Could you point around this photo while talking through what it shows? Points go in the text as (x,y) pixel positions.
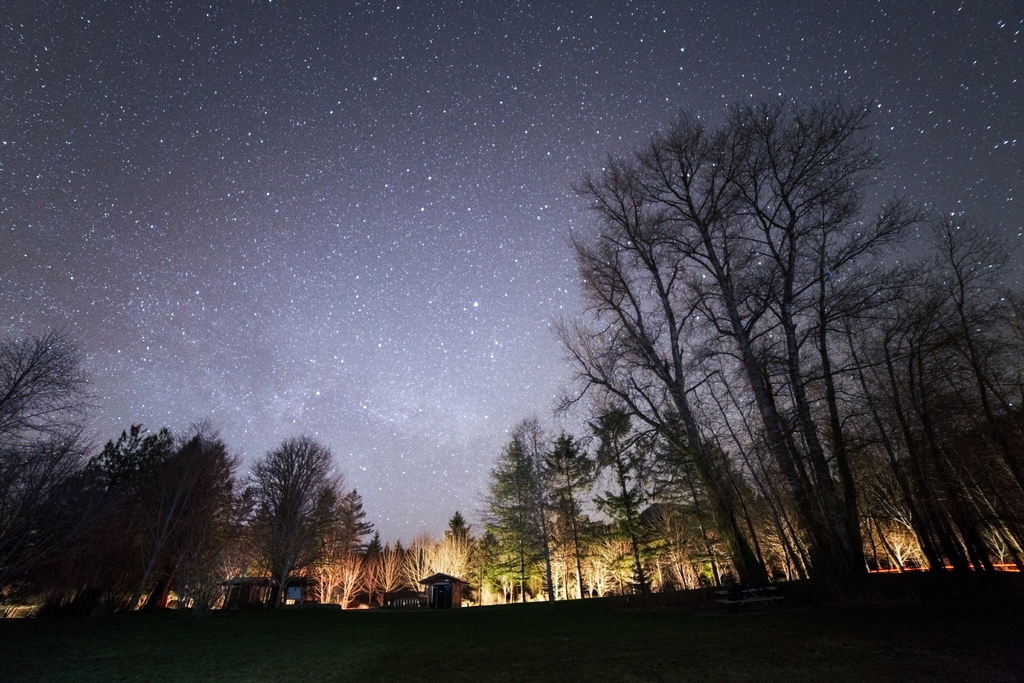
In this image, I can see the houses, trees (335,582) and a bench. In the background (382,399), there are stars (454,203) in the sky (531,127).
